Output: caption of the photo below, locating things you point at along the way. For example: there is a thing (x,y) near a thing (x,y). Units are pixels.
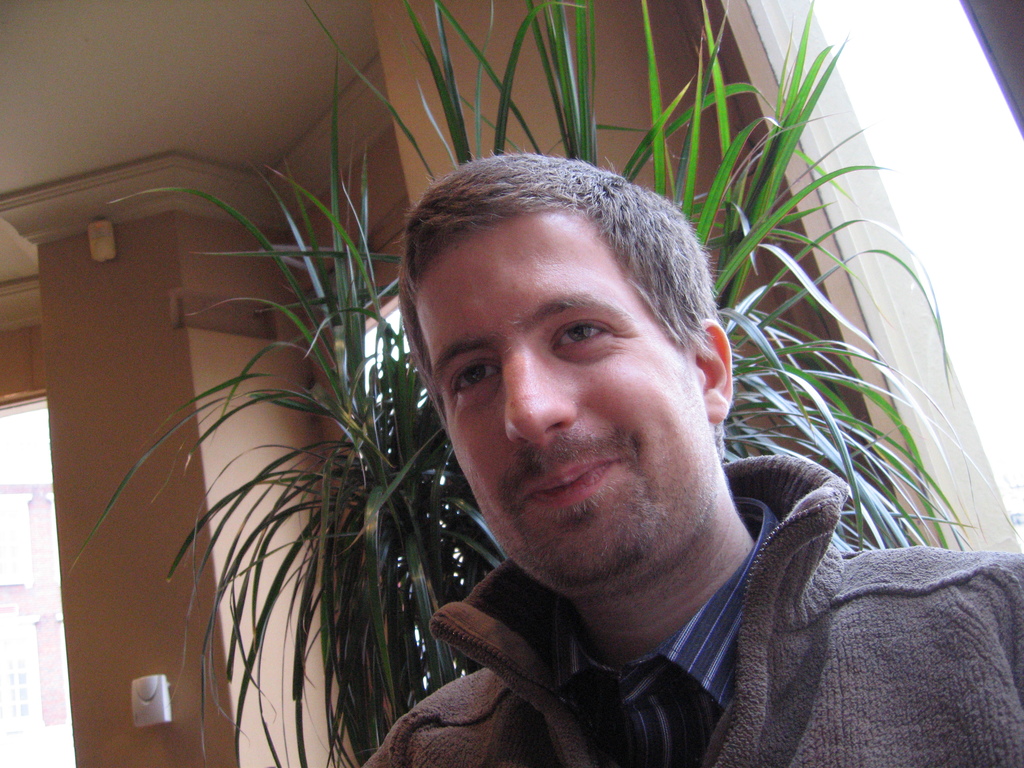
The man (549,311) in the blue shirt (700,628) and grey jacket (764,655) is smiling. Behind him, we see plants (746,374). Behind that, we see a wall (407,163) in brown color. We even see a pillar (259,462). In the left bottom of the picture (49,664), we see windows (18,687) from which we can see the buildings (44,569).
